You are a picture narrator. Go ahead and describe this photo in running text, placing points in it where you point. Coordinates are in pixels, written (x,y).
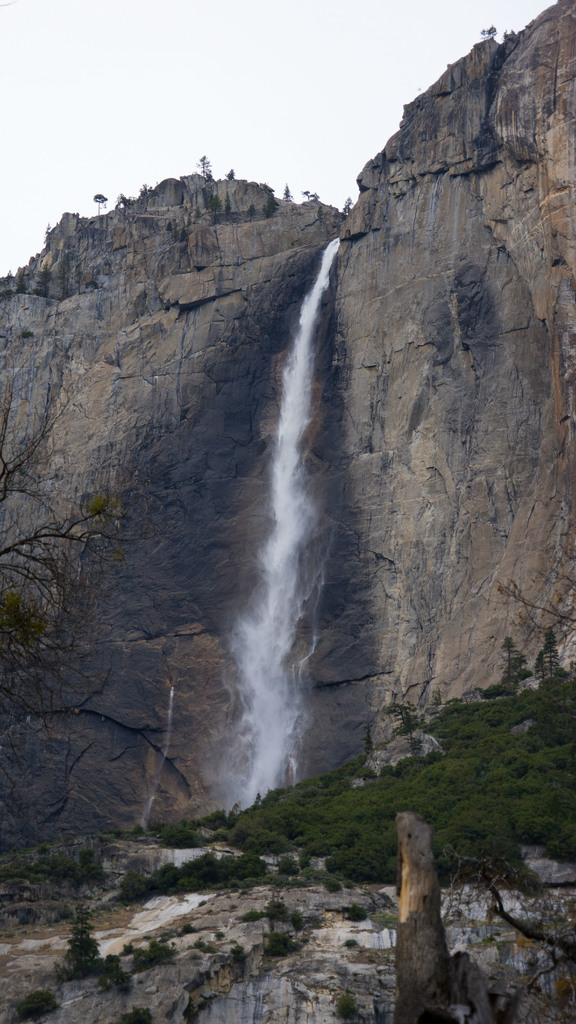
In the image we can see waterfalls (273,656), these are the trees (446,770), sky (194,128) and big rocks (249,254).
